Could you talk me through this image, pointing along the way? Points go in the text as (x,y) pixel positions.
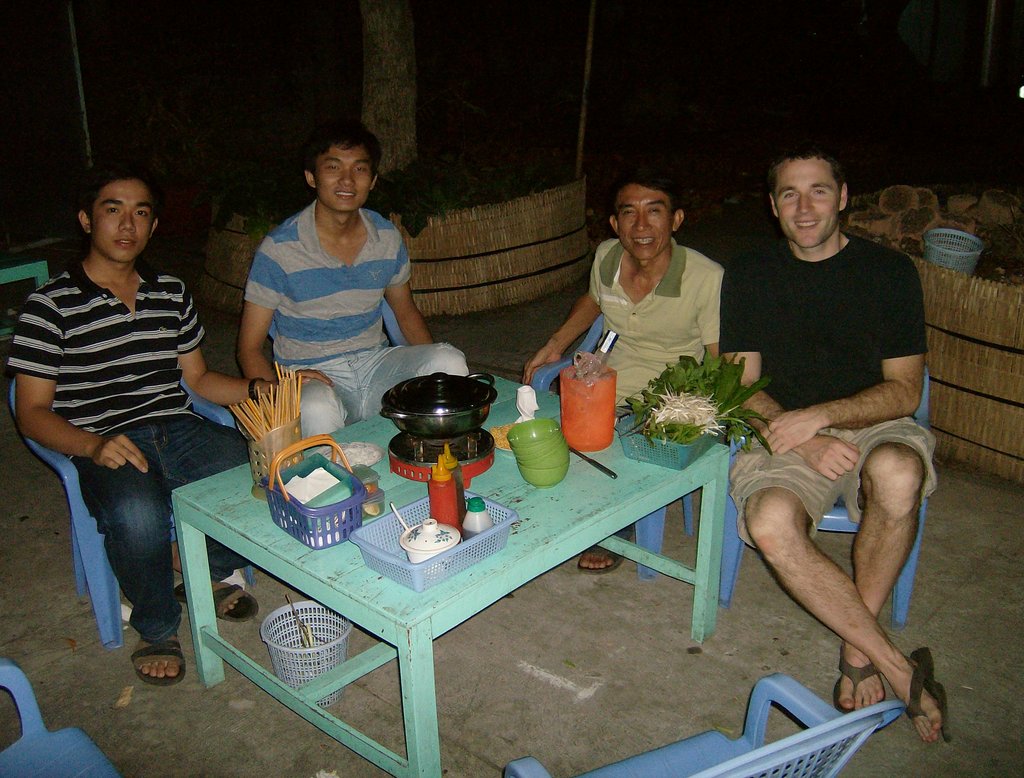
In the image a group of people (361,397) are sitting around a table (647,486) and on the table (231,500) there are different food items (393,409) and vegetables (634,398). Behind the people (111,265) there is a tree (388,124) and the picture is captured in the night time.
